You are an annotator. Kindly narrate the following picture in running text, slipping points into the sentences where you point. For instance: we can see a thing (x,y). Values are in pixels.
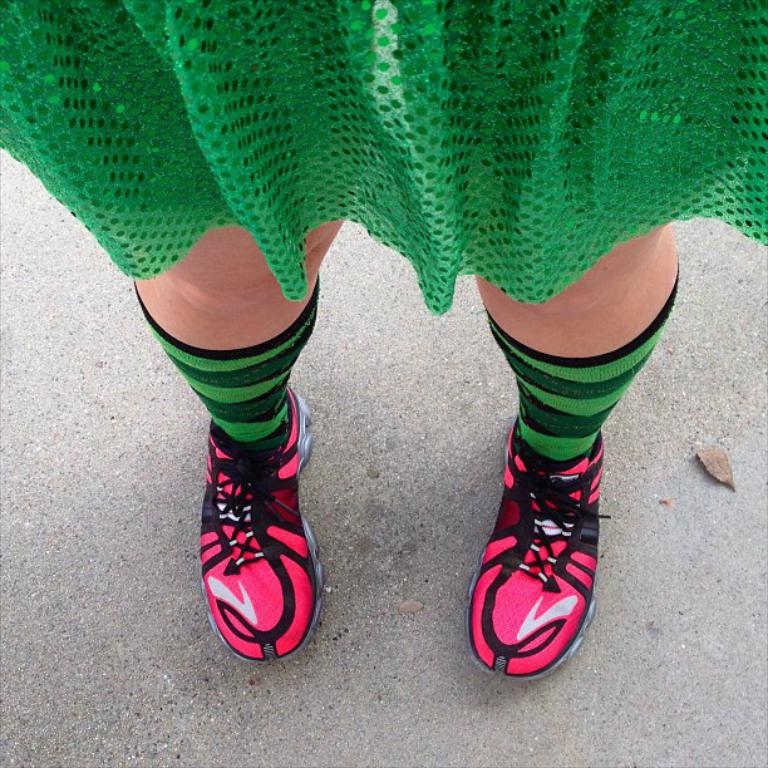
In this picture we can see a person (349,189) in the green dress (494,232) is standing on the path (239,687).
